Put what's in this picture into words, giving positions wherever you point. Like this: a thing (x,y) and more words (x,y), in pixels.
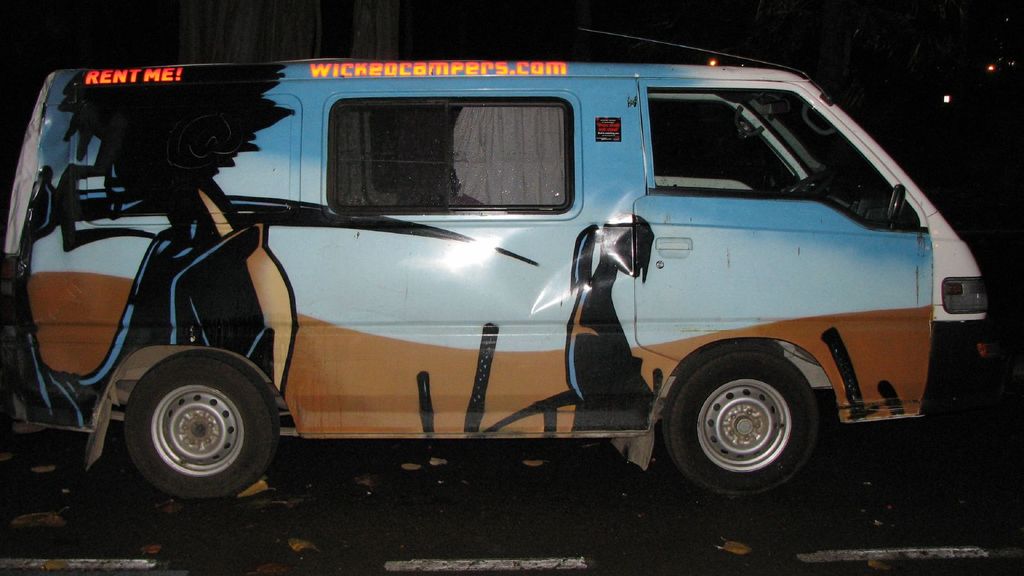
In this picture we can see a vehicle (599,436) on the road (541,454) and in the background (977,71) it is dark.
